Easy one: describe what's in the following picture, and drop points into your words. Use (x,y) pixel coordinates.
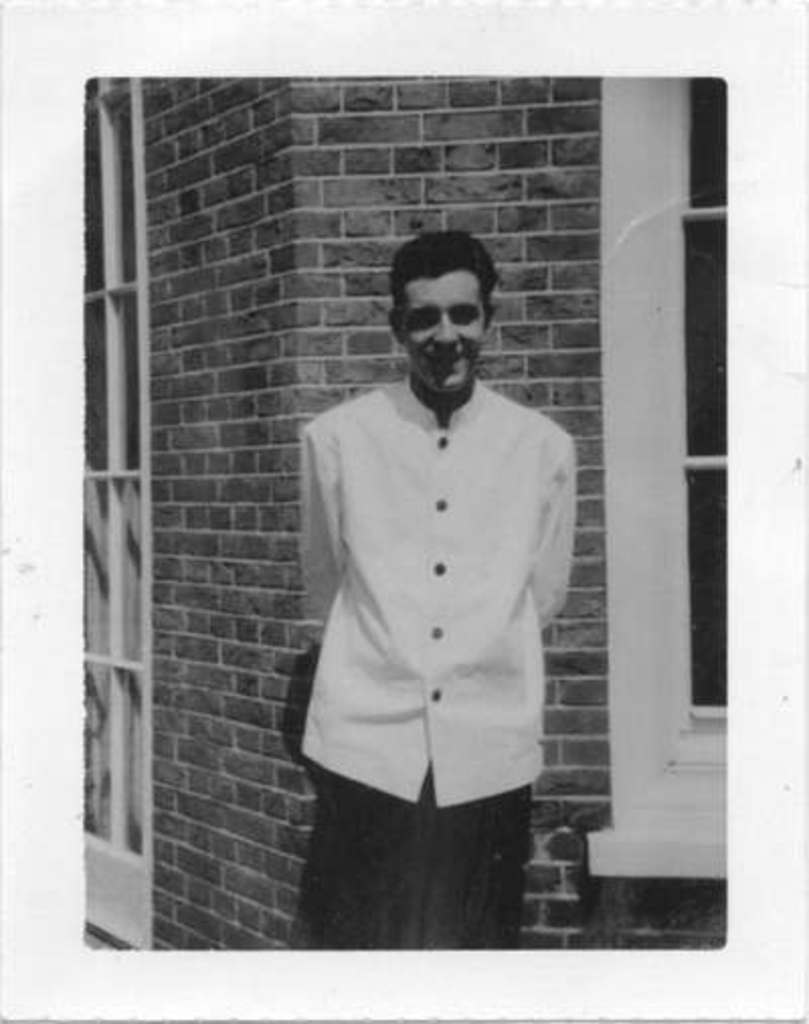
In this image we can see there is a person (440,614) standing and at the back (289,265) there is a wall (195,548) with window (642,242) and door (138,171).
